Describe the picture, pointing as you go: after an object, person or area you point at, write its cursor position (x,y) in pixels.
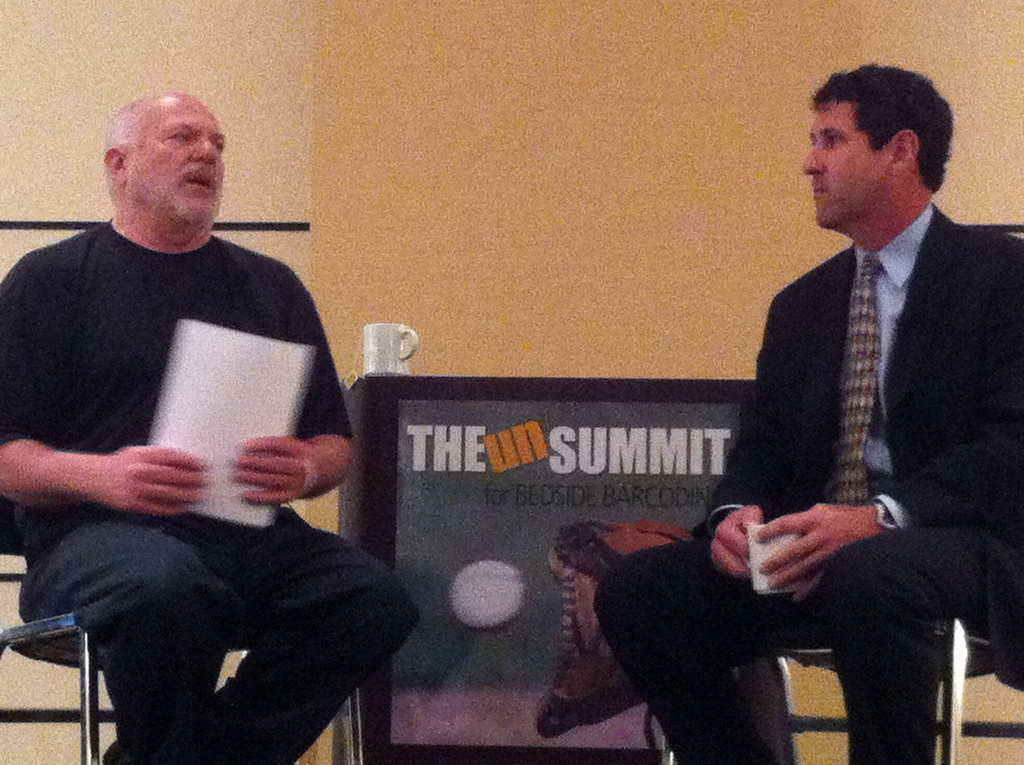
This picture is clicked inside. On the right (863,216) and on the left (173,329) there are two men (224,587) holding some objects (773,546) and sitting on the chairs (44,643). In the center (467,410) there is a table (439,397) on the top of which a cup (397,354) is placed and the text (558,449) on the table (477,383). In the background (458,107) there is a wall (435,36).
